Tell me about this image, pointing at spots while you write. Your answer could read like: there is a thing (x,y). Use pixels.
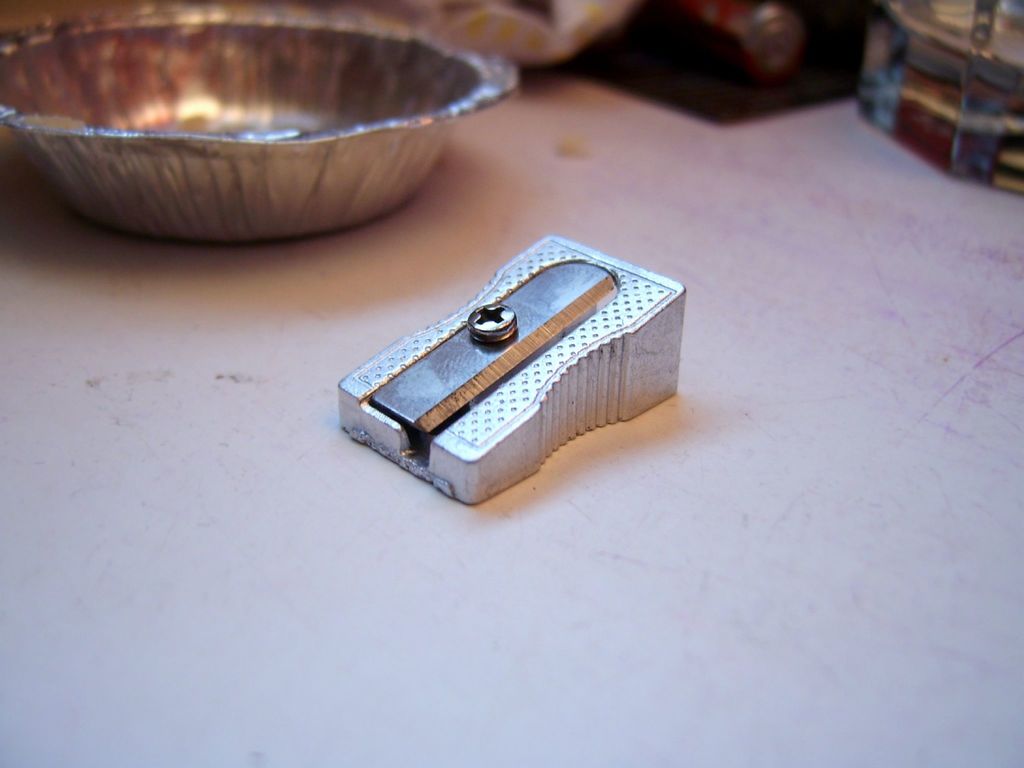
In this picture we can see a pencil sharpener (497,455) in the middle (530,369), in the background (234,70) we can see a cup (359,85).
